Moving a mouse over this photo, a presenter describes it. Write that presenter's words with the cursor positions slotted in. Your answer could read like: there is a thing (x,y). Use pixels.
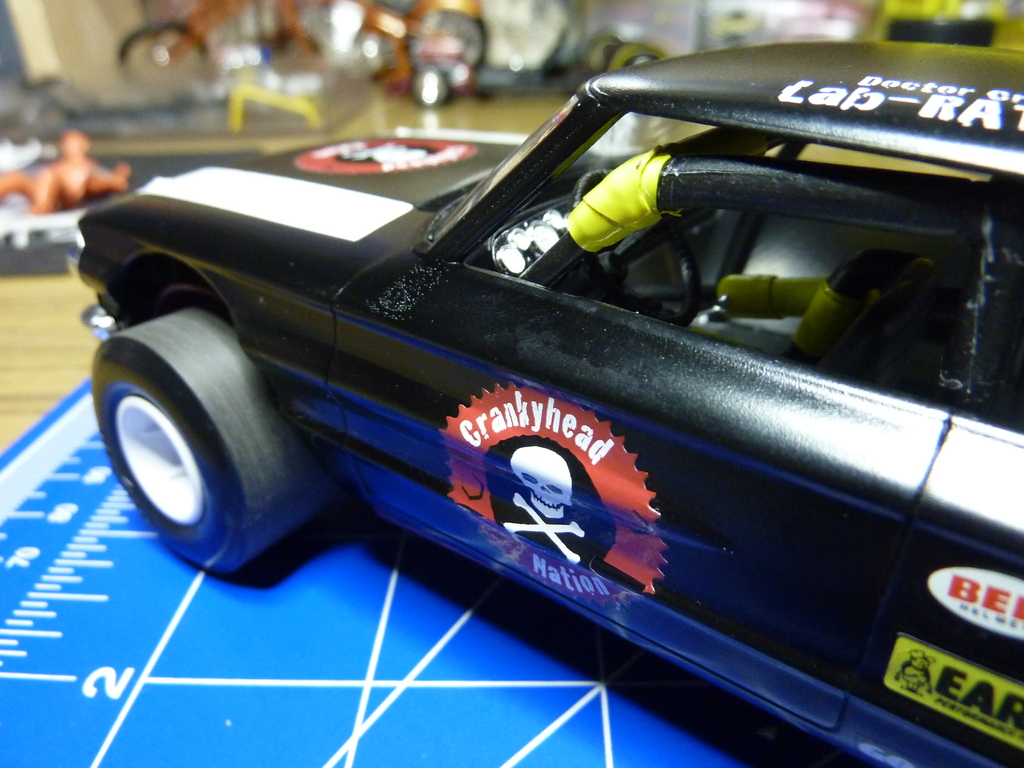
In this image I can see a toy car (402,484) which is in black color and I can see a blue color floor (215,679).
